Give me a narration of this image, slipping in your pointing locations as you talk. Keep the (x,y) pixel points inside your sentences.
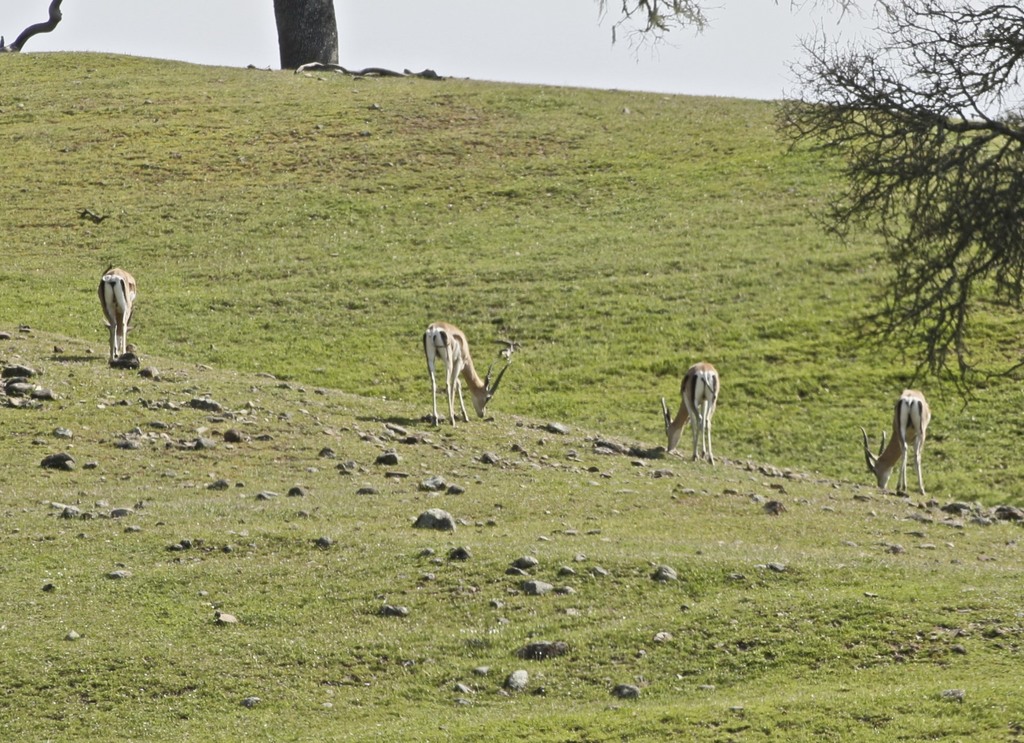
There are deer (474,376) in the foreground area of the image (682,412) on the grassland (630,261) and there is a trunk (328,47), branch (61,1) and sky (122,16) at the top side (689,53). There is another tree (896,259) on the right side (927,284).
